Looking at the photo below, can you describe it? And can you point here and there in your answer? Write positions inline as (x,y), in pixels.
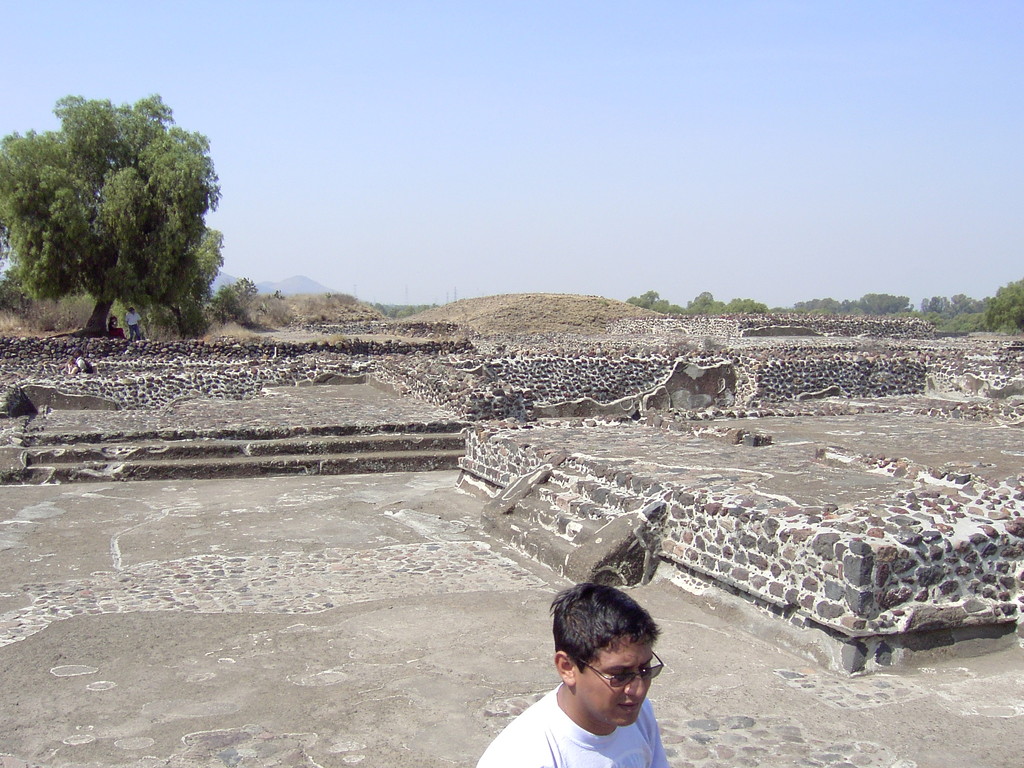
As we can see in the image in the front (602,700) there is a person (617,716) wearing white color t shirt (583,733). In the background (219,304) there are trees (885,302). At the top (651,111) there is sky (607,61).
